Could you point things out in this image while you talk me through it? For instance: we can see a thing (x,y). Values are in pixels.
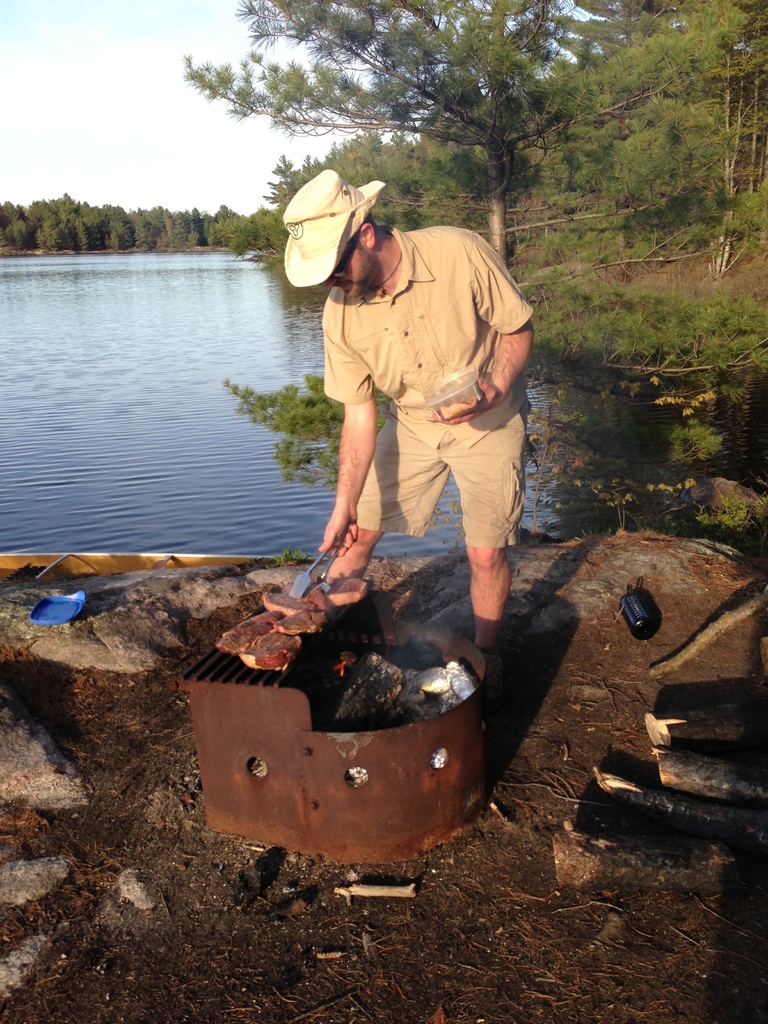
In this picture there is a man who is standing in the center of the image (335,523) he is grilling and there are trees (447,192) and water (74,282) in the background area of the image (183,372), there are logs (624,879) on the right side of the image (678,815) and there is a boat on the left side of the image (10,553).
